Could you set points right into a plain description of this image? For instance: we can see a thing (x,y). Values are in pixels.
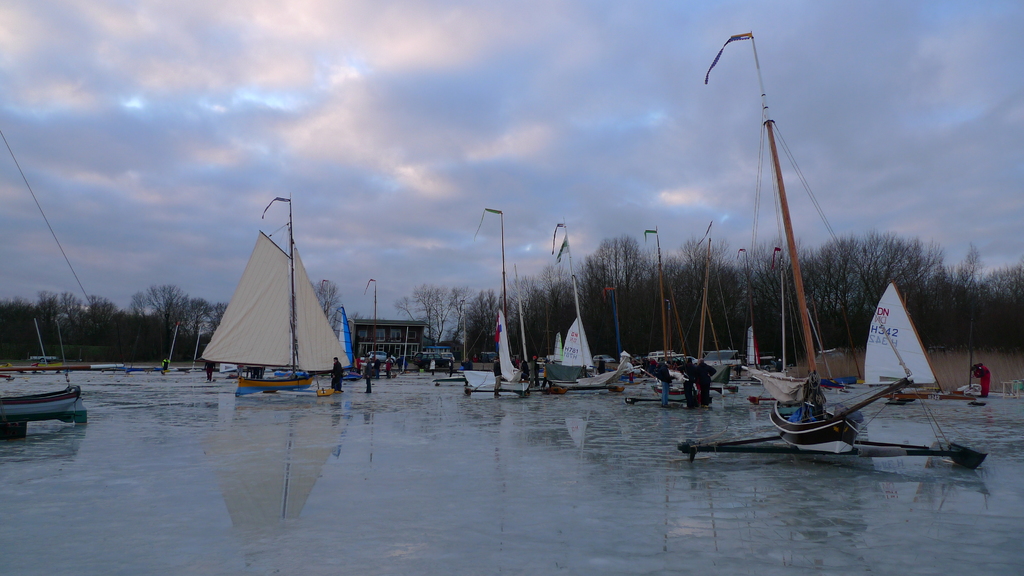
In this image I can see water (424,505), few boats (814,439) which are yellow, blue, white, black in color, few persons (333,387) standing and in the background (360,334) I can see few trees (155,310), a building (372,333) and the sky (356,170).
